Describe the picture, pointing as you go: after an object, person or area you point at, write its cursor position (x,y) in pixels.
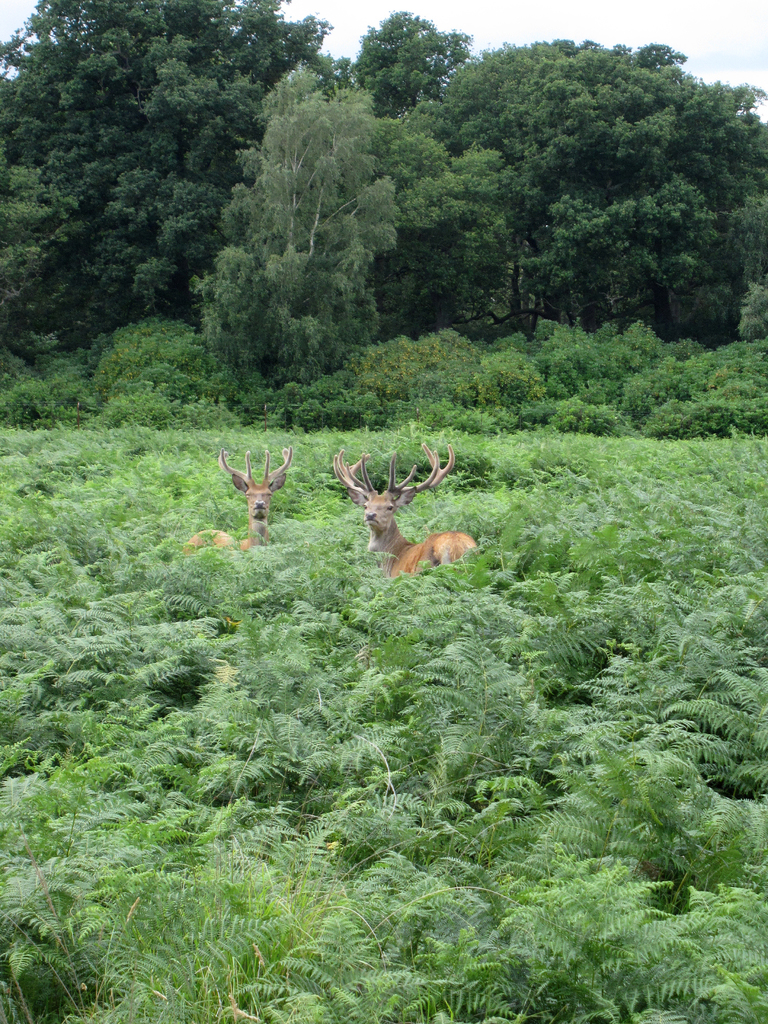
In this image I can see two animals (413,568) which are brown in color are standing on the ground (412,535) and few plants (203,635). In the background (467,256) I can see few trees (465,185) and the sky (707,60).
